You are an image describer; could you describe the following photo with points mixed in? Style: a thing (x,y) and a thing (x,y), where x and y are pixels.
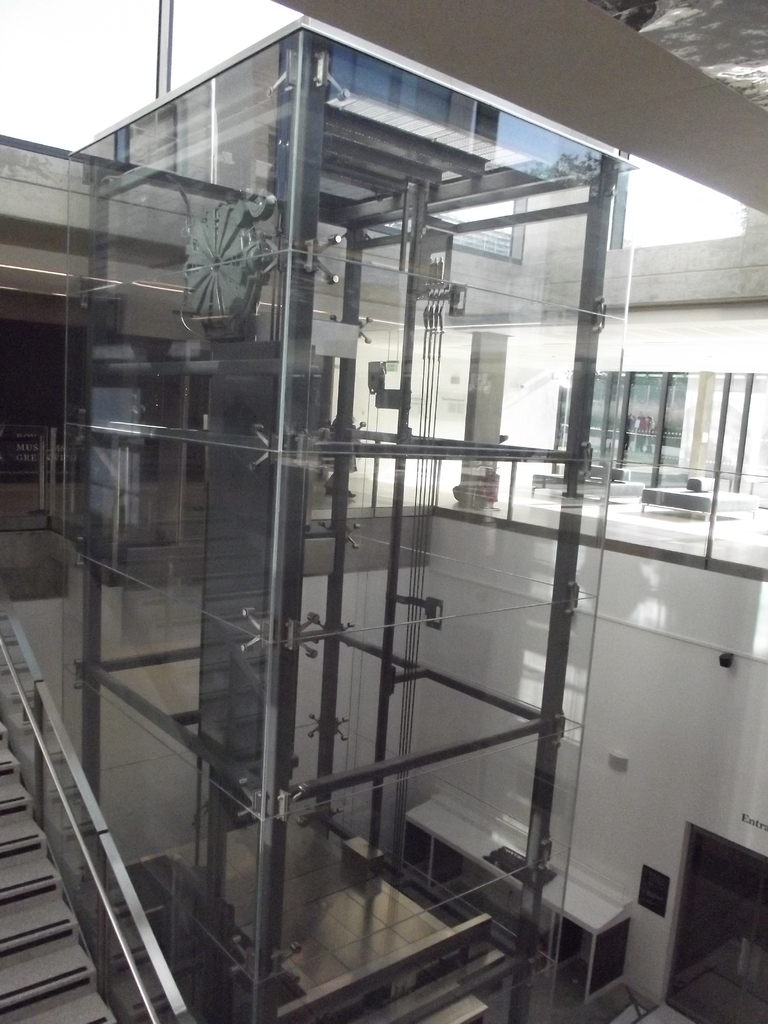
This is an inside view of a building (104,695), where there are iron rods (6,656), stairs (2,747), passenger lift (270,389), and in the background (127,93) there is sky (106,108).
